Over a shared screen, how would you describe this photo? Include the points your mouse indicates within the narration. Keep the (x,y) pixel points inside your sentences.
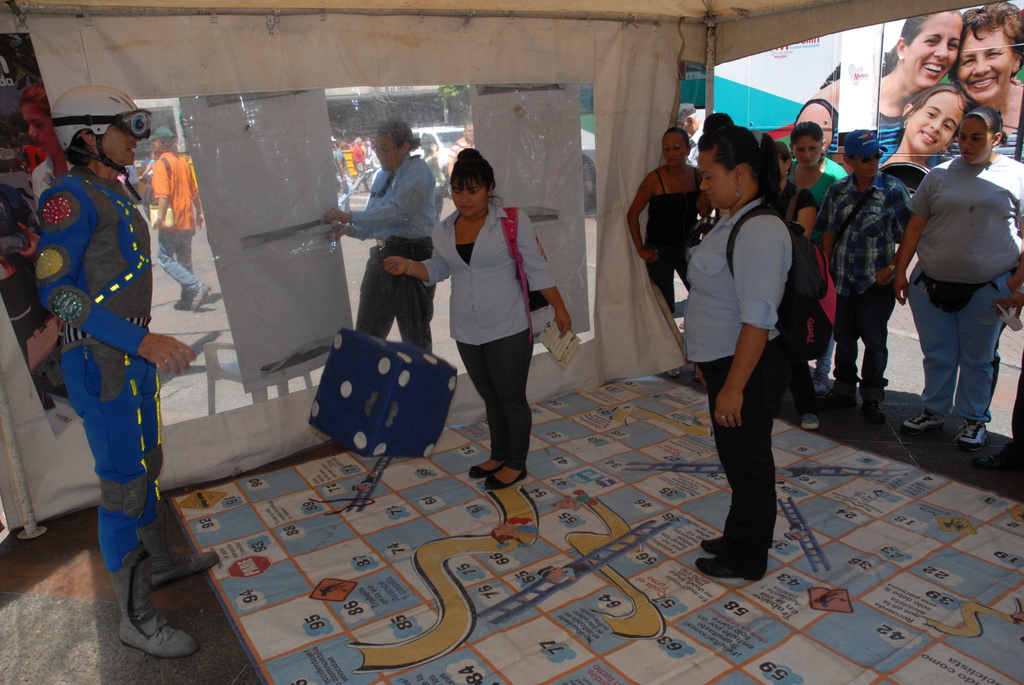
In this picture, we see two women (458,303) who are wearing blue shirts (753,326) are playing snake and ladder game (516,548). In front of them, we see a blue color dice (398,394). The man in blue dress (105,335) who is wearing a white helmet (92,94) is guiding them. Behind them, we see people (918,215) standing. Behind them, we see a banner (861,89) of three people (905,83) smiling. In the background (185,254), we see people (173,223) walking on the road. We even see a white car (431,145) moving on the road (360,264).
